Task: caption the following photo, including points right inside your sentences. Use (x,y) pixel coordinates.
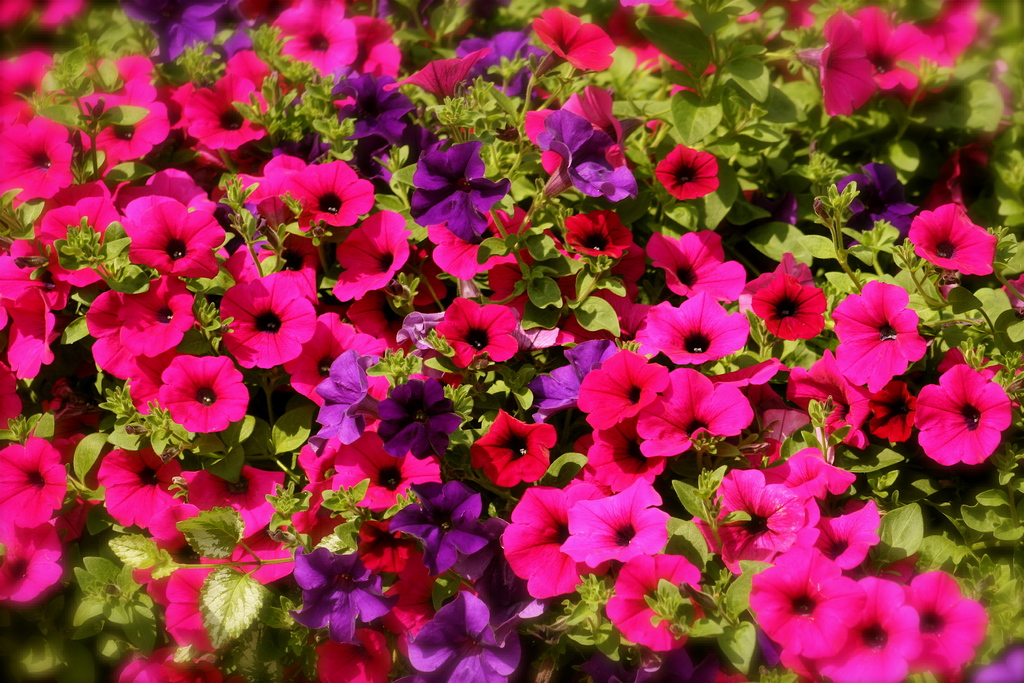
In the picture we can see a group of flowers (103,313) to the plants (709,567), some flowers (657,567) are pink in color and some are purple in color.
